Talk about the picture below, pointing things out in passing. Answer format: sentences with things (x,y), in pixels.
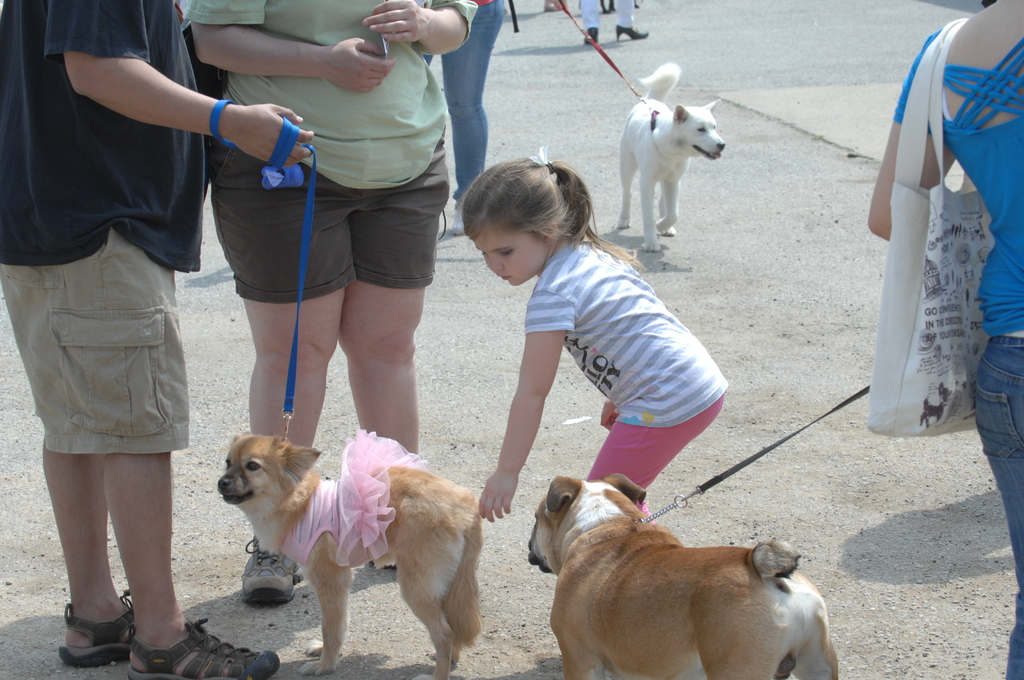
In this image I can see a crowd (421,202) and three dogs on the road (459,349). This image is taken during a day on the road (762,349).
